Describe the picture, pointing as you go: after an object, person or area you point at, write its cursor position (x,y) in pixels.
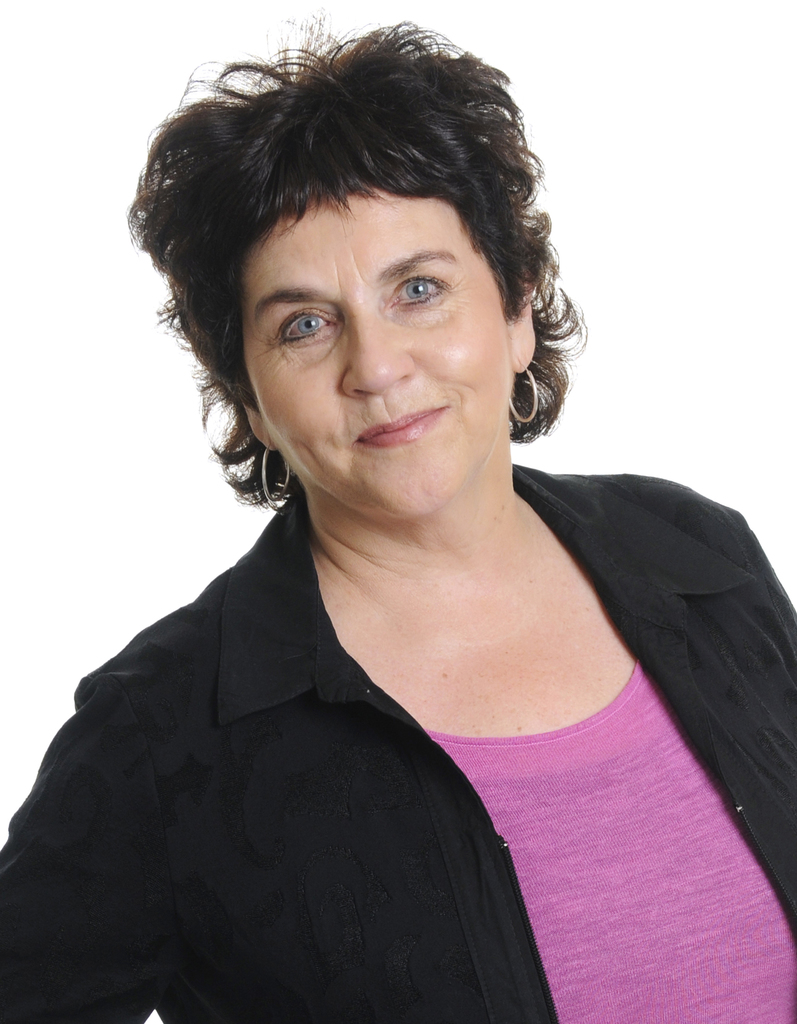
In this image I can see a woman (244,667) wearing pink and black colored clothes (296,784) is smiling and I can see the white colored background (30,331).
